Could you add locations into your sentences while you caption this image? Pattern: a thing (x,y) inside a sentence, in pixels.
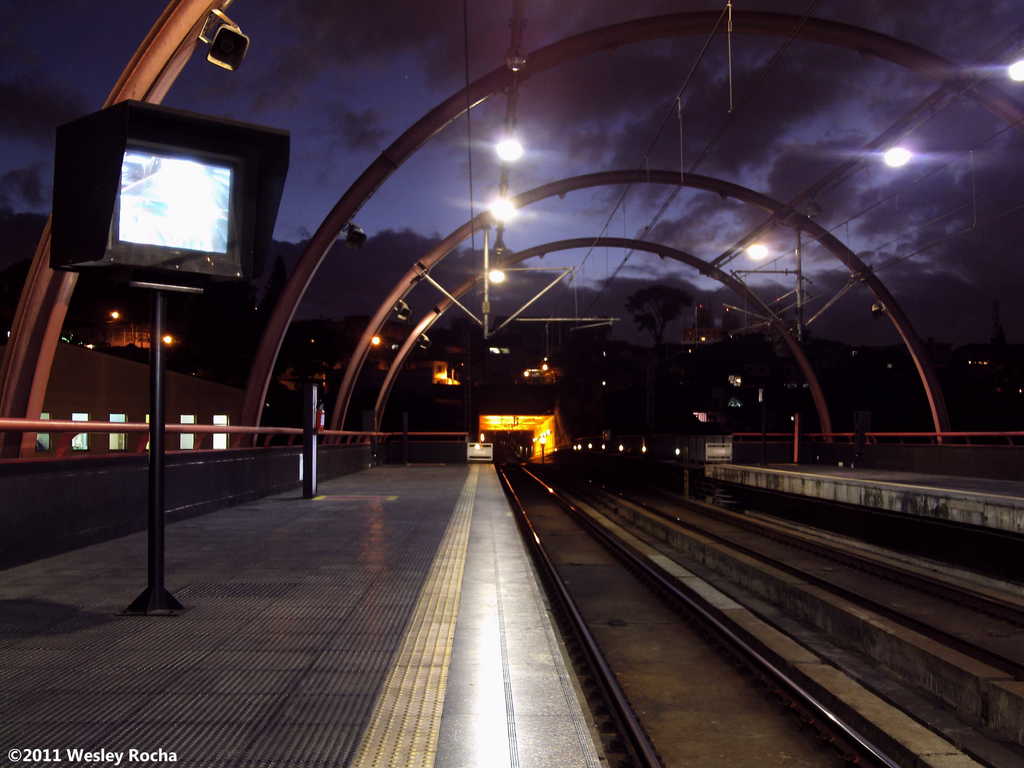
In this image, we can see the tracks (569,565). We can also see the platform (345,554) and a pole (152,574) with the screen (180,245). We can see some metallic arches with lights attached to it. We can also see the sky (611,155) with clouds (643,164). There are a few buildings (103,358) with lights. We can also see a tree (668,318).
